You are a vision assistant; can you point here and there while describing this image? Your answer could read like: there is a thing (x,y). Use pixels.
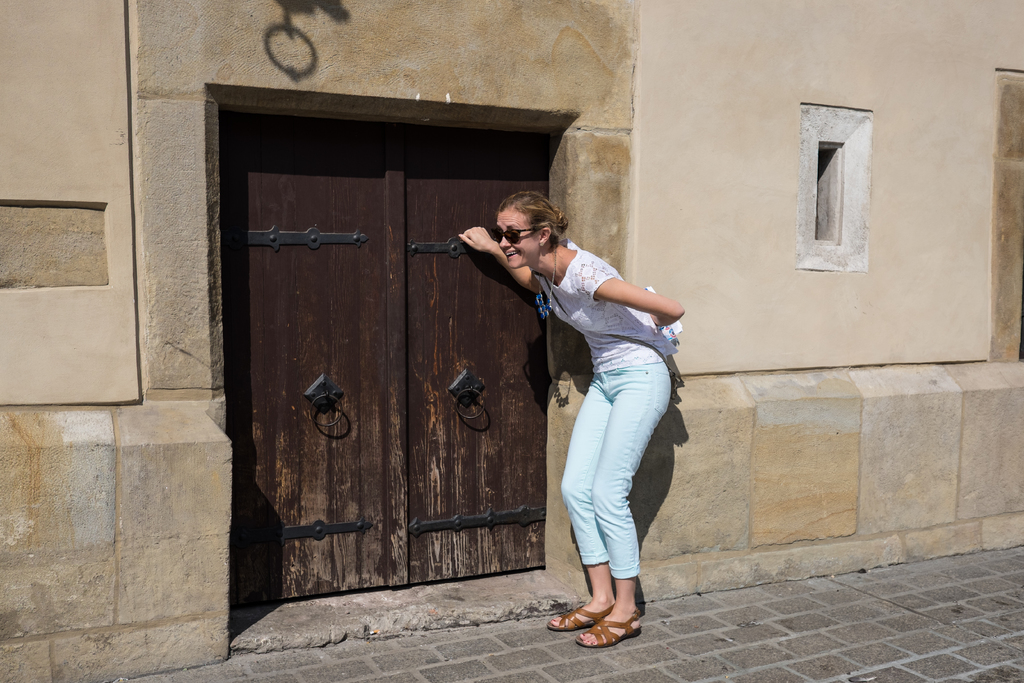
In this image, we can see a person (555,220) holding an object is knocking the door (443,257). We can see the wall (868,247) with some objects (832,117). We can see the ground (1018,655).
